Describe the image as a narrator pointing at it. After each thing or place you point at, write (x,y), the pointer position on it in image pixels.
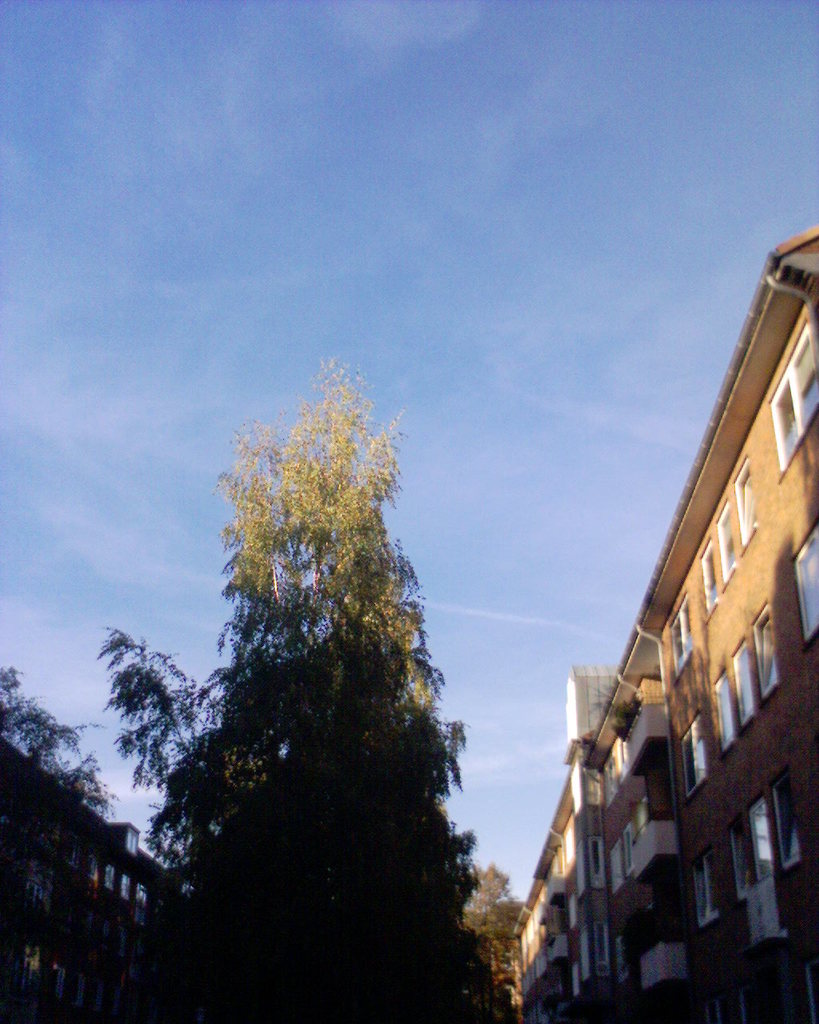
In the middle of this image (336,482), there is a tree (366,662). On the left side (124,905), there is a building (100,906) which is having windows (93,996). On the right side (686,839), there is another building (630,685), which is having windows (811,619). In the background (505,881), there are trees (499,895) and there are clouds (95,414) in the blue sky (234,94).
